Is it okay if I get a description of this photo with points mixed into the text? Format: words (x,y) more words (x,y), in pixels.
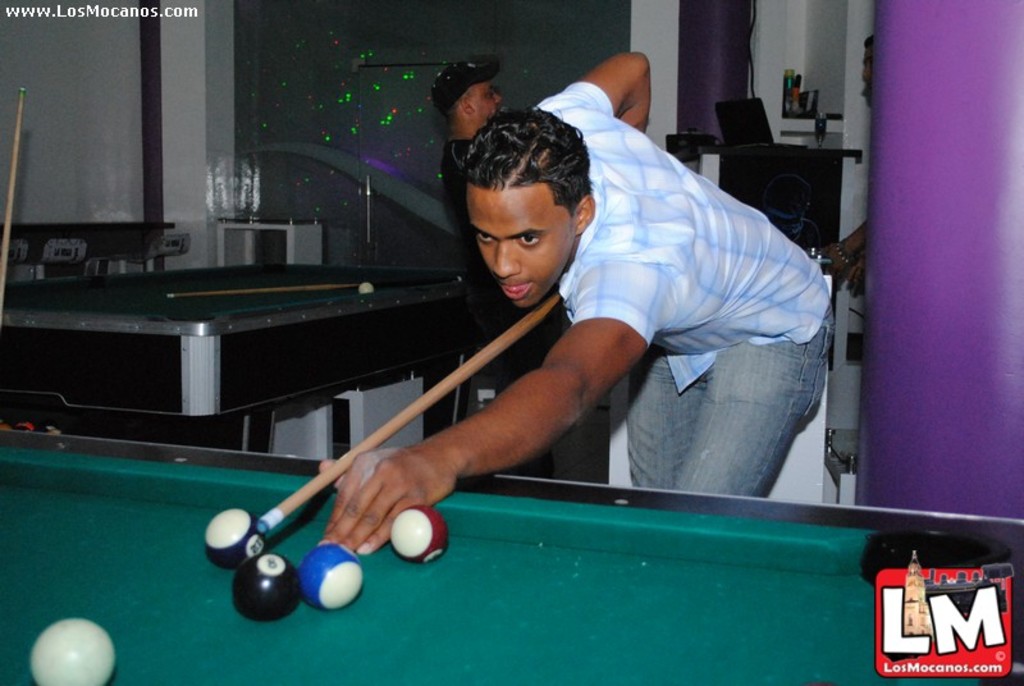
In this picture we can see man (529,169) playing snooker table (279,502) with hitting the ball (240,529) and in the background (477,105) we can see man (469,118) standing leaning to the table (349,314) and here we can see some screen (368,87), wall (336,104) with colorful lights (383,79) and on right side (738,168) we can see a table (748,152) and on table (778,149) we have laptop (734,129).
